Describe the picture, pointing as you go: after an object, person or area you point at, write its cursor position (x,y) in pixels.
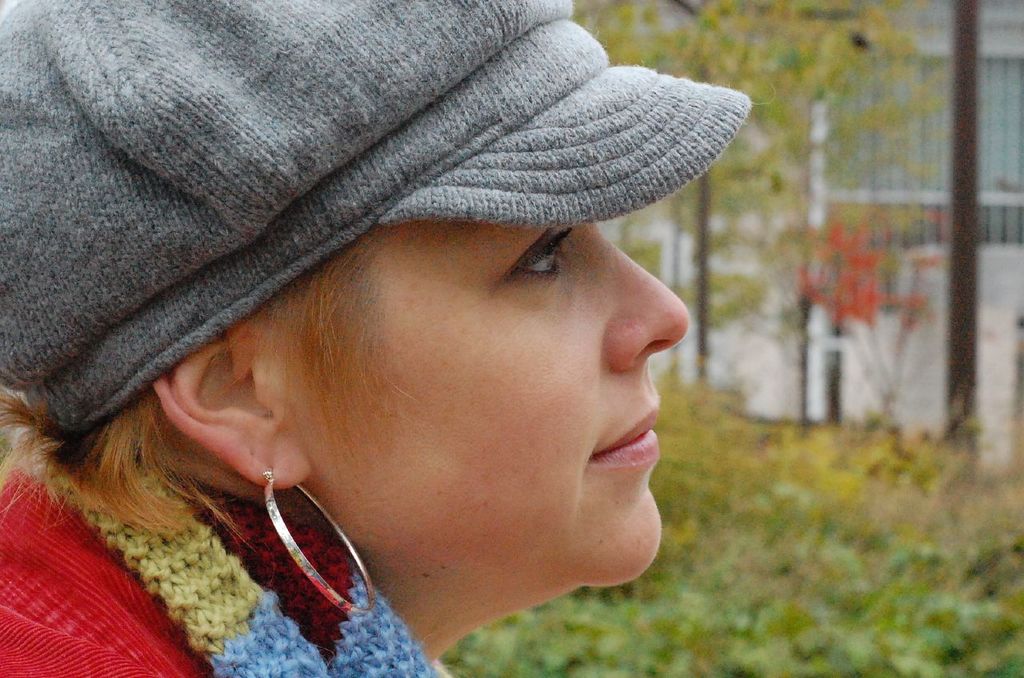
In this image I can see the person (448,295) is wearing ash color cap (185,225) and the colorful dress (155,584). I can see few trees (780,253) and the blurred background (995,400).
